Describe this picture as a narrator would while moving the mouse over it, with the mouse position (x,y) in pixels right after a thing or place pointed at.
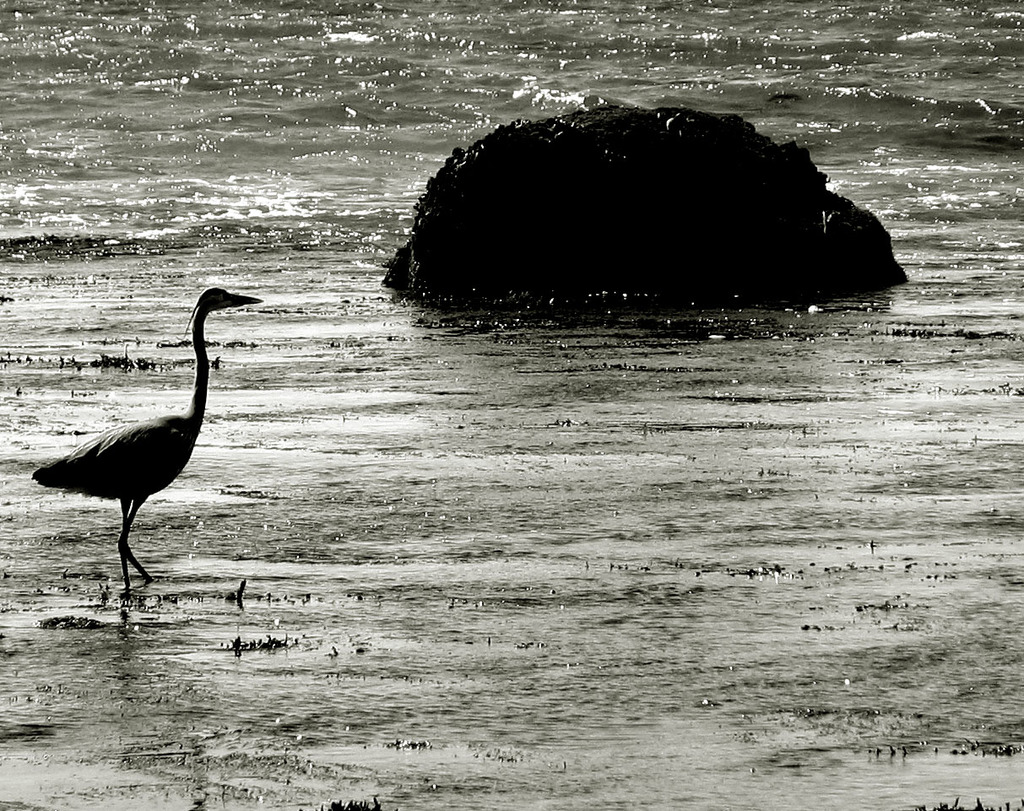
In the picture we can see a surface (353,668) of water (939,507) and on it we can see a rock (828,269) and beside it, we can see a bird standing and in the background (223,184) we can see water (452,112).
